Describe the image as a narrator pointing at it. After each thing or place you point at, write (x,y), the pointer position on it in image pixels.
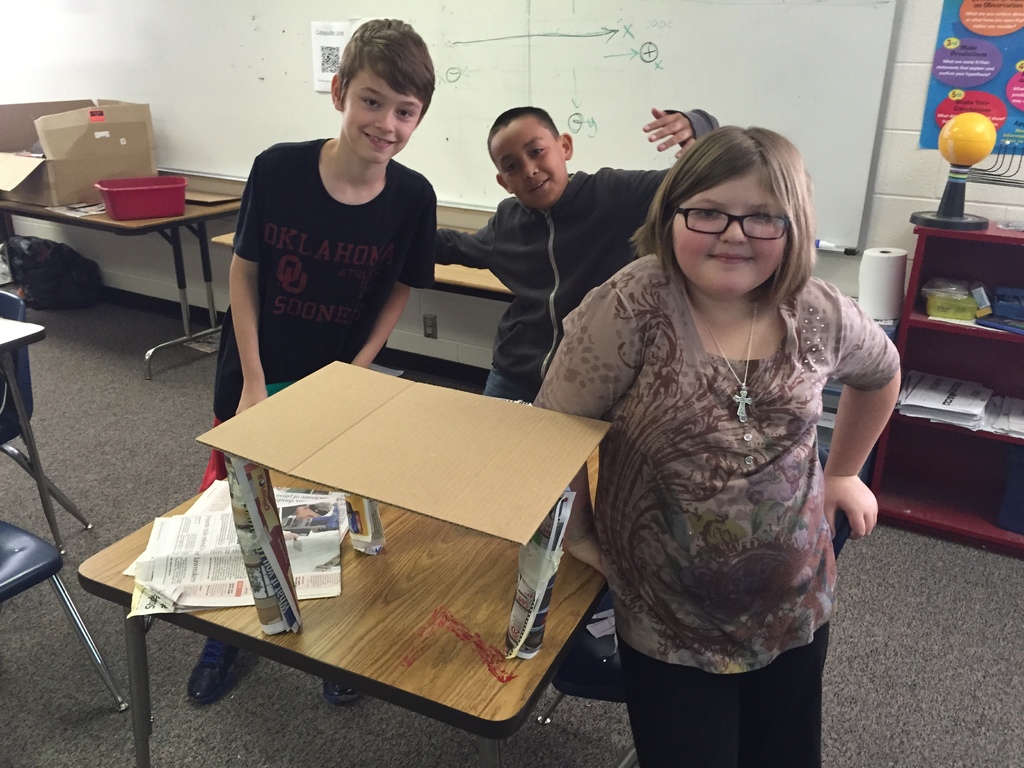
In this picture, There is a table (428,651) which is in yellow color and there are some kids (682,552) standing around the table (325,627) and in the background (108,159) there are table (203,261) which are in yellow color and there is a brown color box (96,150) kept on the table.
